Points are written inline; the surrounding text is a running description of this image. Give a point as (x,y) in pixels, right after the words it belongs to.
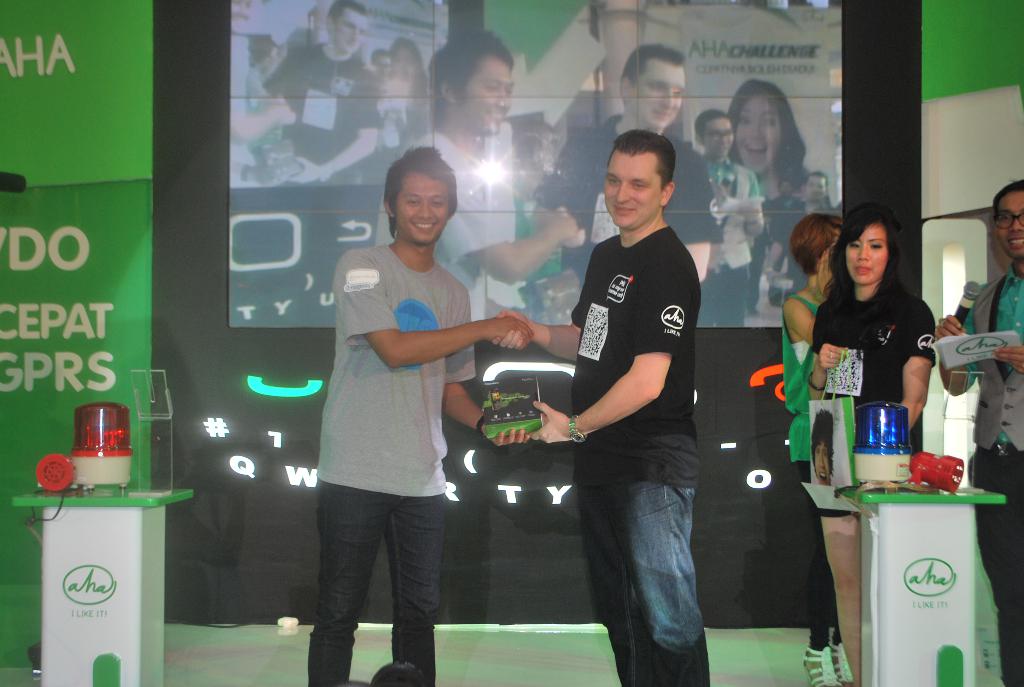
Here in this picture in the middle (468,302) we can see two persons (440,301) standing and the person (441,361) on the left side (337,648) is receiving a gift (499,400) from the other person (526,344) and beside them also we can see a group of people (872,319) standing with a microphone (962,317) in their hands (948,318) and we can see tables (142,509) on either side of them with lights (120,444) on it present over there and behind them we can see a digital screen (384,34) and on either side we can see banners (102,147) present.
